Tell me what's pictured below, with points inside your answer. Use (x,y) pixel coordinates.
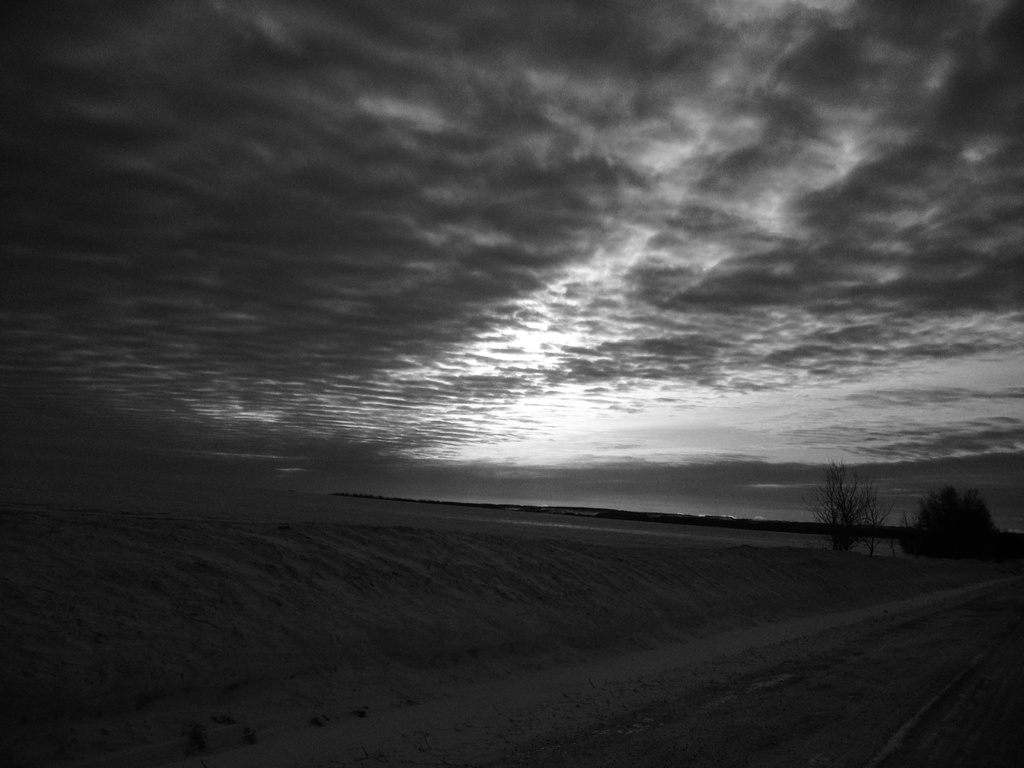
This is black and white picture, we can see sand (831,605). In the background (861,525) we can see trees (834,477) and sky (500,253) is cloudy.
